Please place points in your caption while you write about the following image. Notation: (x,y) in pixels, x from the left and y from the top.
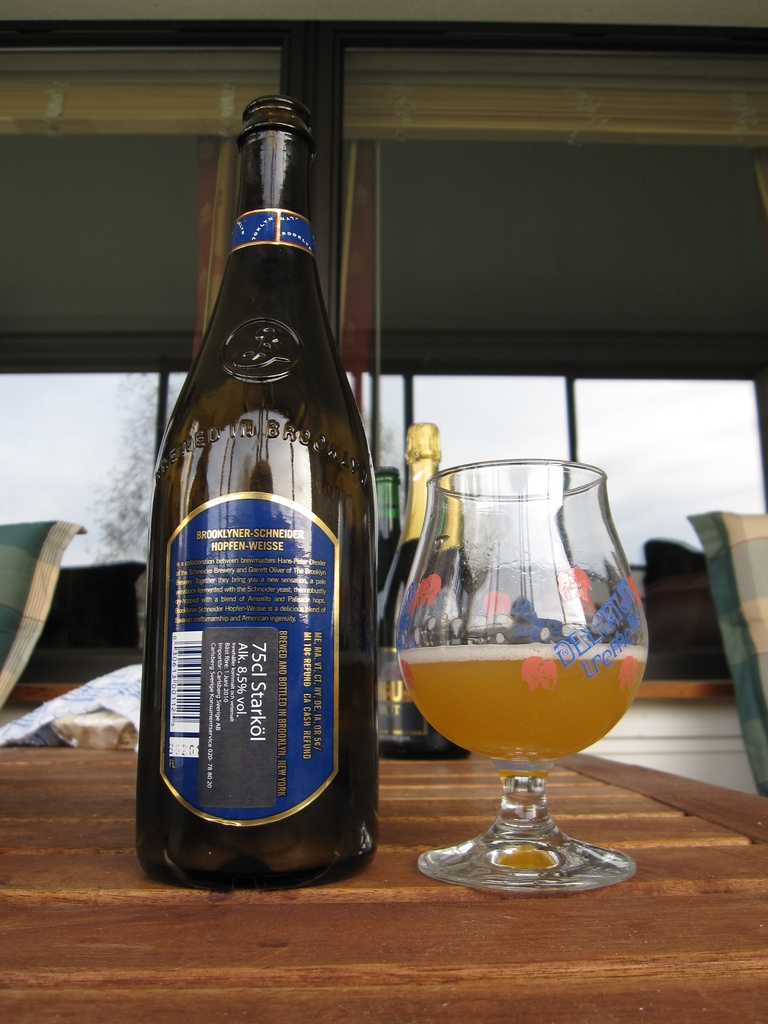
In this image there is a beer bottle (189,763) with a label (238,744), and a glass of beer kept in a table (522,893), and at the back ground (383,600) there are group of bottles (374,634), chair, building (398,367), tree (140,395), sky (65,459).
